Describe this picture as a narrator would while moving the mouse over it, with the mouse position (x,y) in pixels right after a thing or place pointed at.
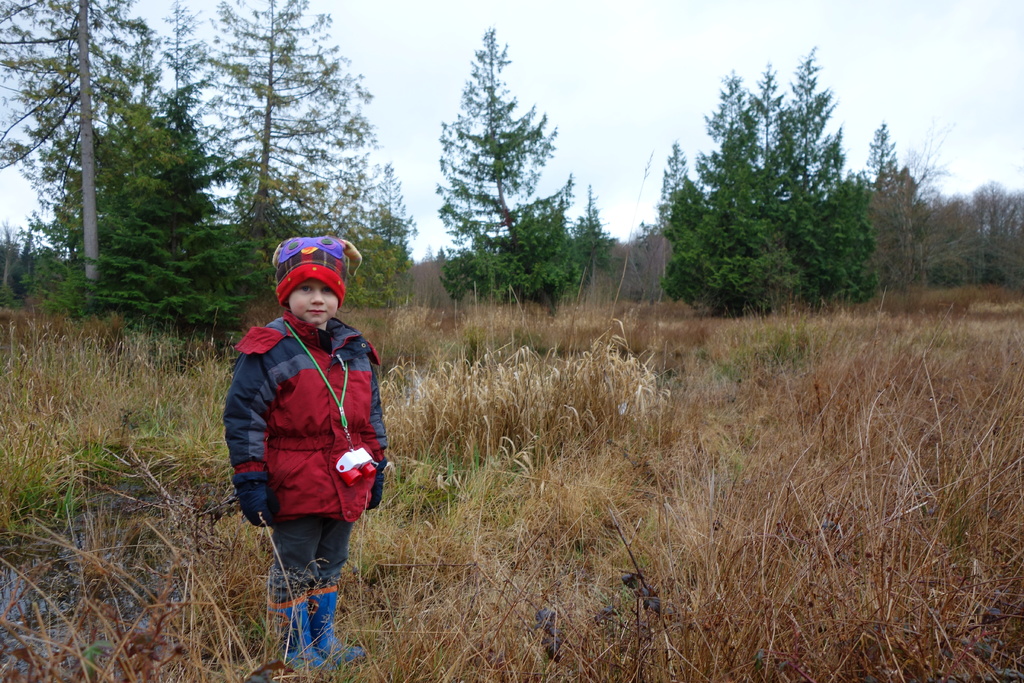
In this image we can see a child (326,382) wearing a cap (318,277) and binoculars (369,454) is standing on the grass field (440,625). In the background (911,237), we can see a group of trees (706,236) and the cloudy sky (616,64).
